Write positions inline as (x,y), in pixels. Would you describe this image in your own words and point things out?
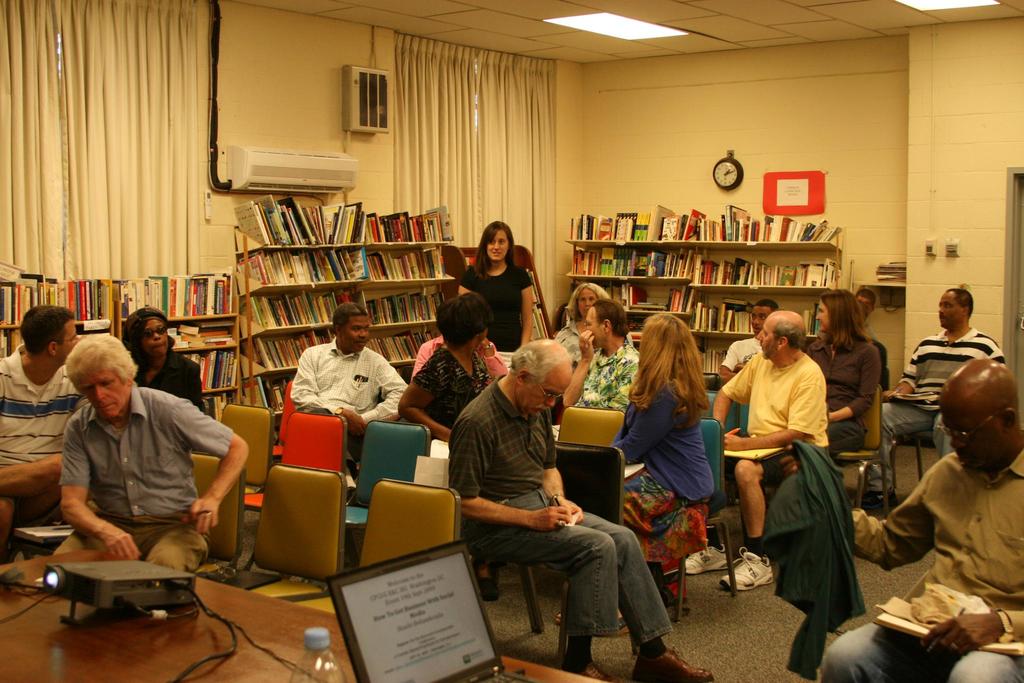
In this image, we can see people (750,448) sitting on the chairs (387,508) and are holding some objects (841,612) and we can see a bottle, a laptop (414,647) and some objects (152,585) on the stand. In the background (251,300), there are books (341,270) in the rack (416,281) and we can see an air conditioner (305,166), a clock (715,171), a board (791,195) and there is an object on the wall (837,162) and we can see curtains (122,136). At the top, there are lights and at the bottom (738,628), there is a floor (704,620).
